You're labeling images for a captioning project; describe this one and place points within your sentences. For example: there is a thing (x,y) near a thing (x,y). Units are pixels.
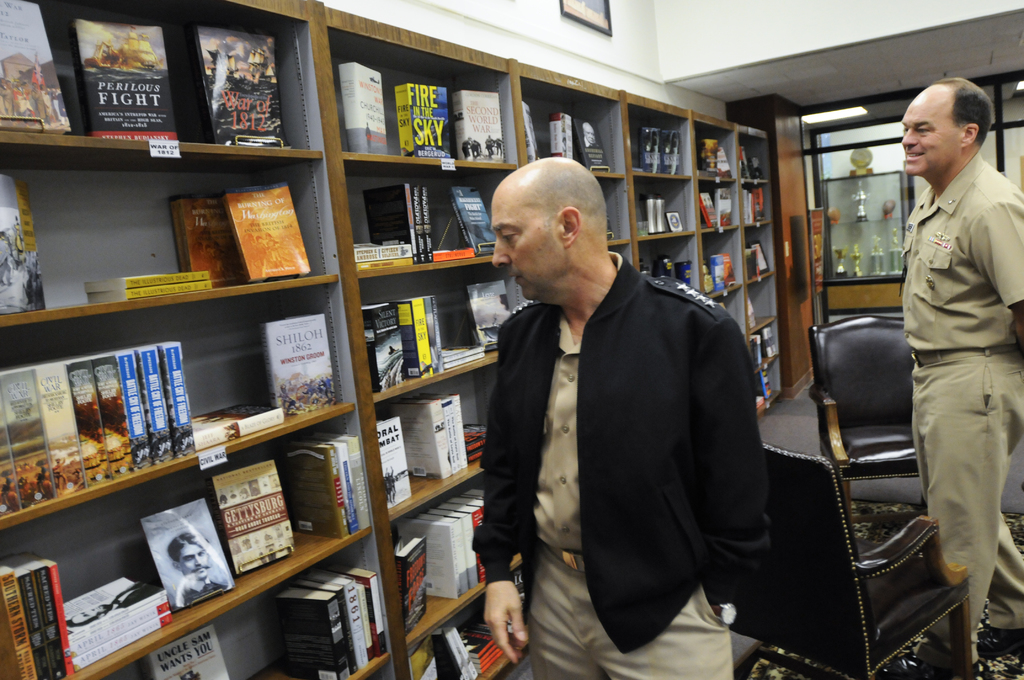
In the image we can see there are people (657,486) standing and there are books (66,368) kept in the shelves (246,678). Behind there are trophies (897,240) kept in the racks (859,230) and there are chairs (879,390) kept on the floor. There is a photo frame (610,14) kept on the wall (536,33).
